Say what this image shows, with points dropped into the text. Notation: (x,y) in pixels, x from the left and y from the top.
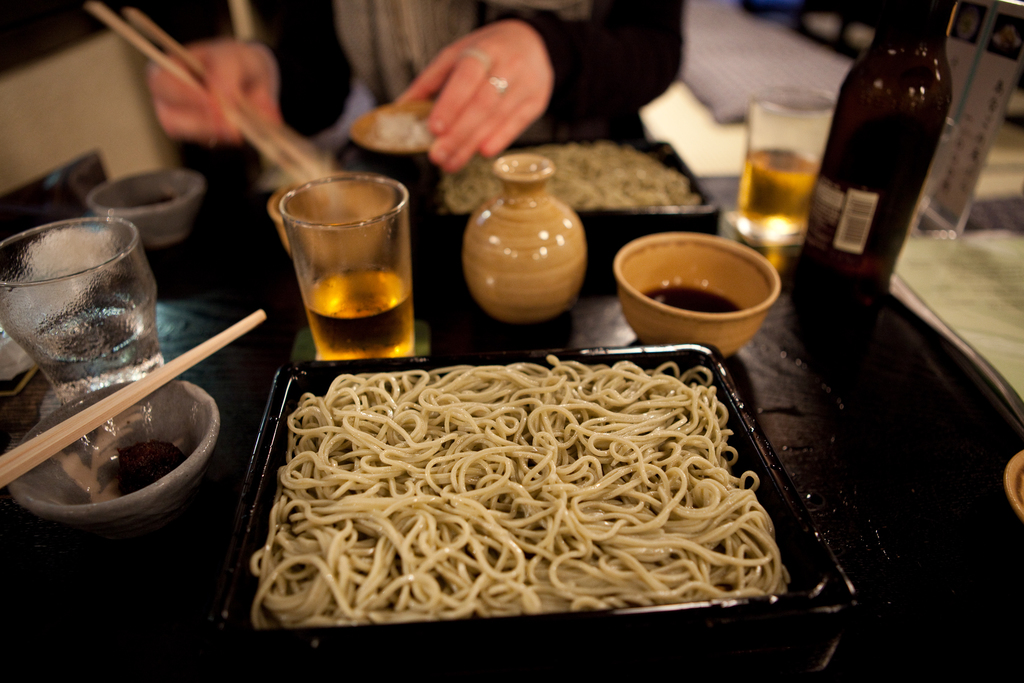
In front of the image there is a table (881,500). On top of it there are glasses (329,230), bottle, food items (489,394) in the bowls (39,429) and a few other objects (561,294) on the table (935,497). Behind the table (794,303) there is a person (580,67) sitting on the chair (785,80) and he is holding the chopsticks (283,139) and some object (394,131) in his hands (464,99).
